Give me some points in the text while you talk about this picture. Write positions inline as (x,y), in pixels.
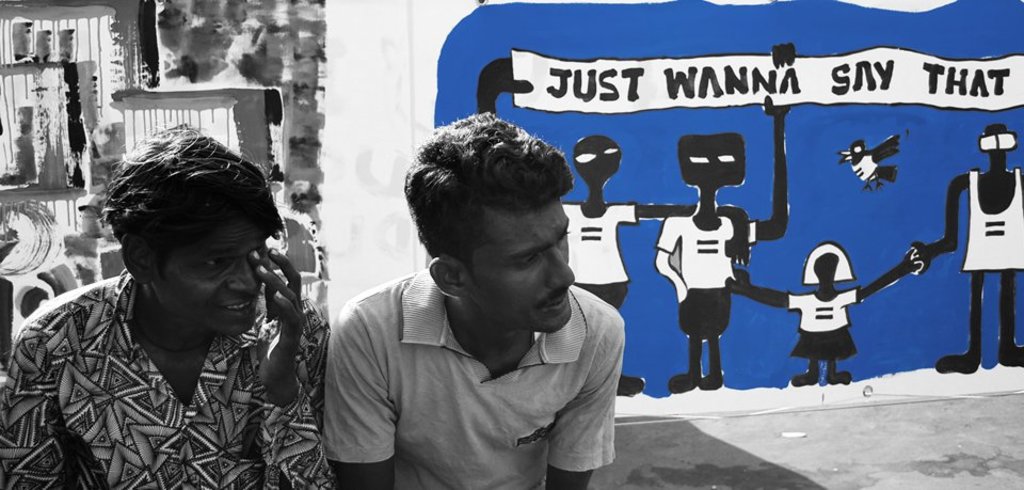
In this image I can see two men (293,381) and in the background (570,235) I can see few drawings (775,227) and I can see something is written over here.
